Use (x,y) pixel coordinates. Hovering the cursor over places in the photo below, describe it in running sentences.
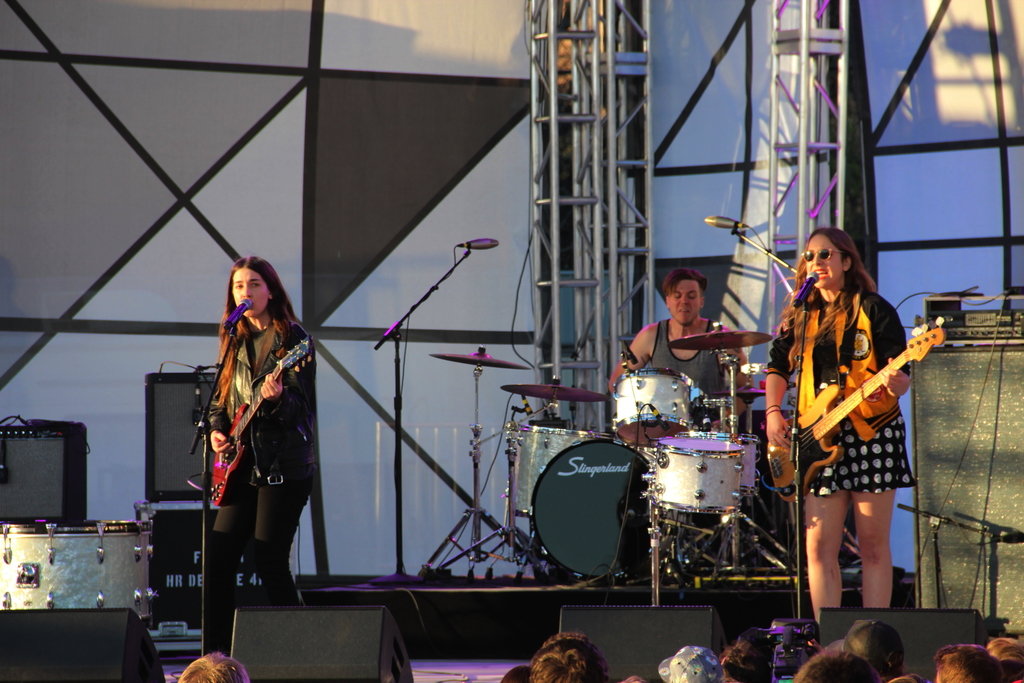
This is the picture of the music of concert. There are two persons (863,341) standing and playing guitar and they are singing, there is a person (643,340) sitting and playing drums (561,463). At the left (159,463) and right side of the image (949,441) there are speakers (922,427) and at the bottom (348,616) there are speakers (633,631) and there are audience (948,660).
